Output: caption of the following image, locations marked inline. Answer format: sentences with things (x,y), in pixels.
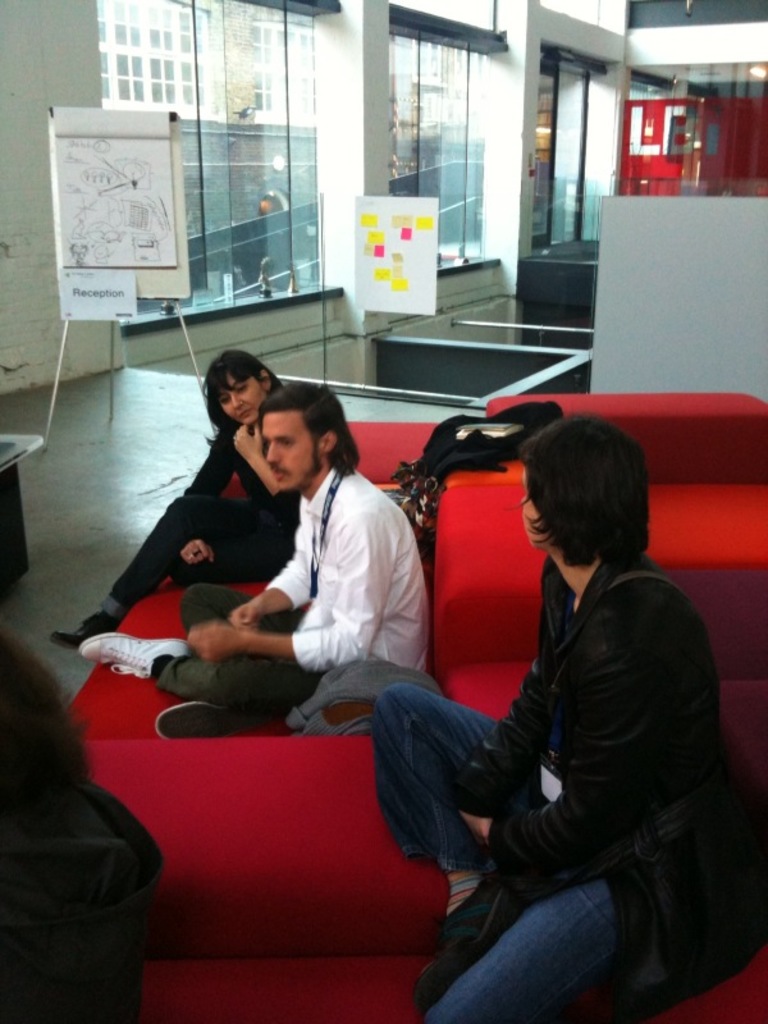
There are people (698,627) sitting in the foreground area of the image (102,652), there are glass windows (264,100), buildings (274,94), a board (174,203) and other objects (637,103) in the background (712,128).
